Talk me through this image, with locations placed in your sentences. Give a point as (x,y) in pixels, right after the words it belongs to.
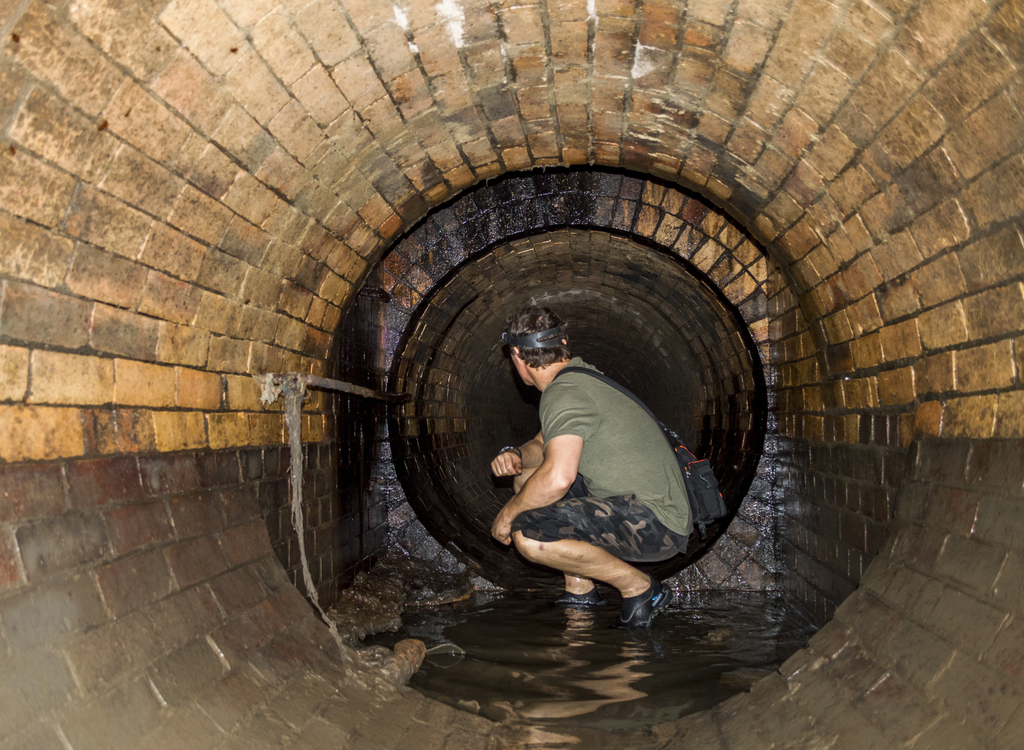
As we can see in the image there is a man (609,465) wearing green color dress (607,434) and sitting. There is tunnel (150,333) and water (508,658).
